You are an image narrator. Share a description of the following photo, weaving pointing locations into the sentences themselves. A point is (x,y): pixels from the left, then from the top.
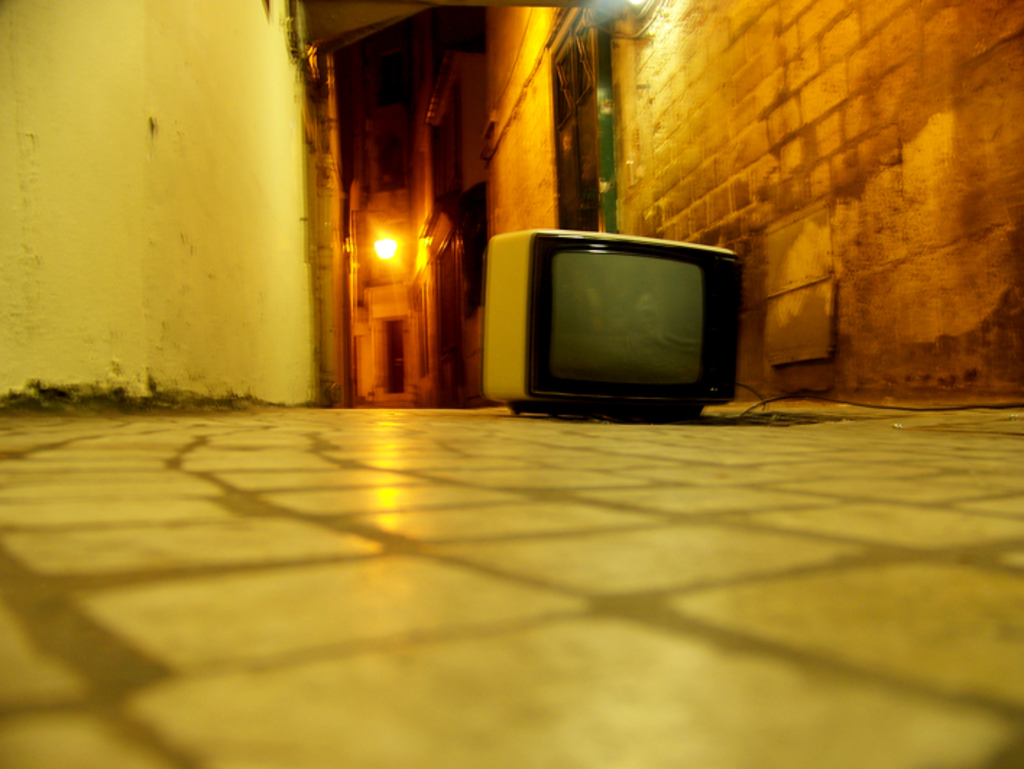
In this image we can see a TV (632,344) on the floor (522,562), there are walls (496,157), also we can see the light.
